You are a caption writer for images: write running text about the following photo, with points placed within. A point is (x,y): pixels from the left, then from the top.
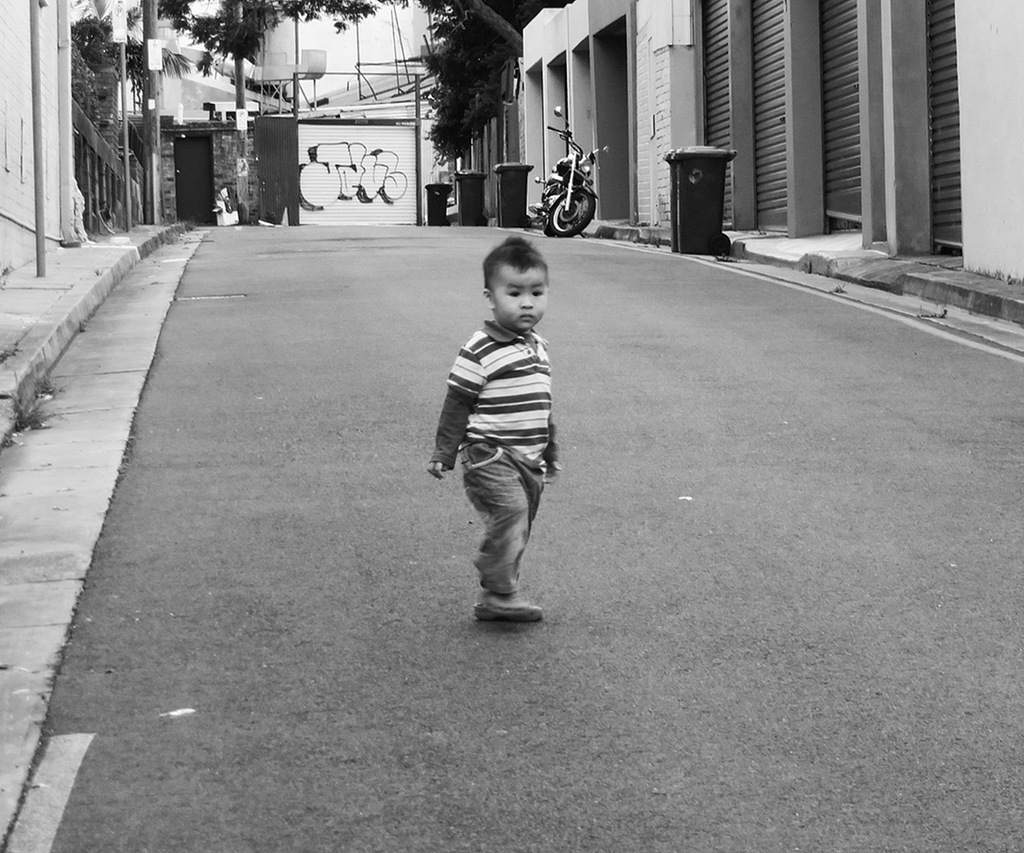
This is a black and white image in which we can see a boy (528,448) standing on the pathway (721,545). We can also see the trash bins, a motor bike (586,191) on the pathway (584,295), some buildings (213,215) with shutters (333,128), trees (447,152), poles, signboards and the sky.
